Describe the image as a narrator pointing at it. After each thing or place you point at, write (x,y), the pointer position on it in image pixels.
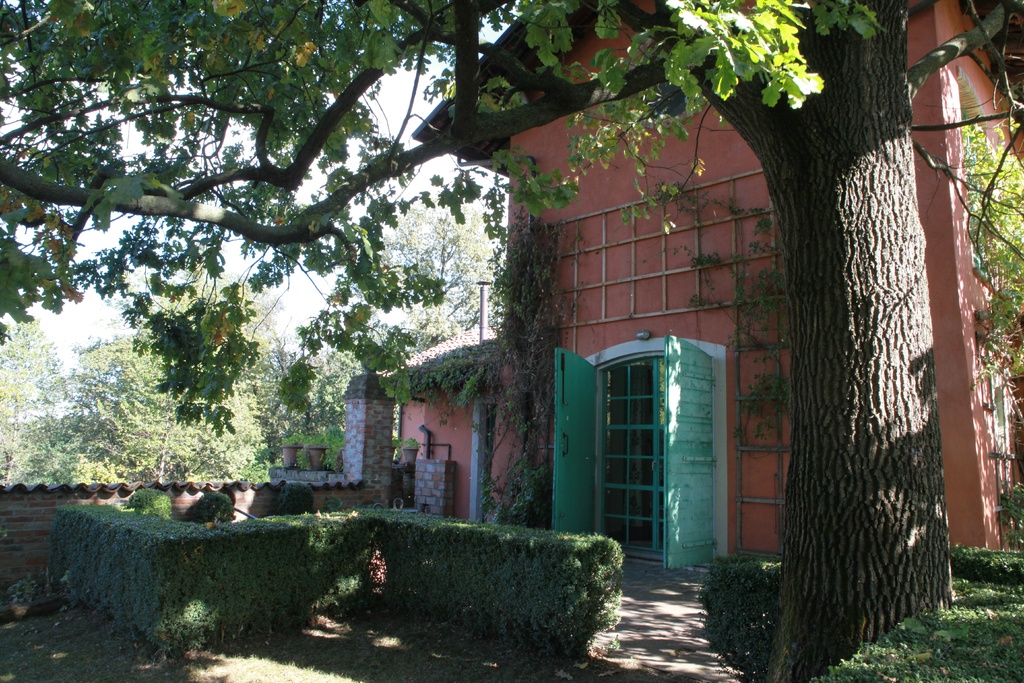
In this image I can see a tree (983,38) in the front (323,59). In the background (719,496) I can see a building (479,452), few green colour doors (586,492), bushes (964,601) and trees (12,427).
